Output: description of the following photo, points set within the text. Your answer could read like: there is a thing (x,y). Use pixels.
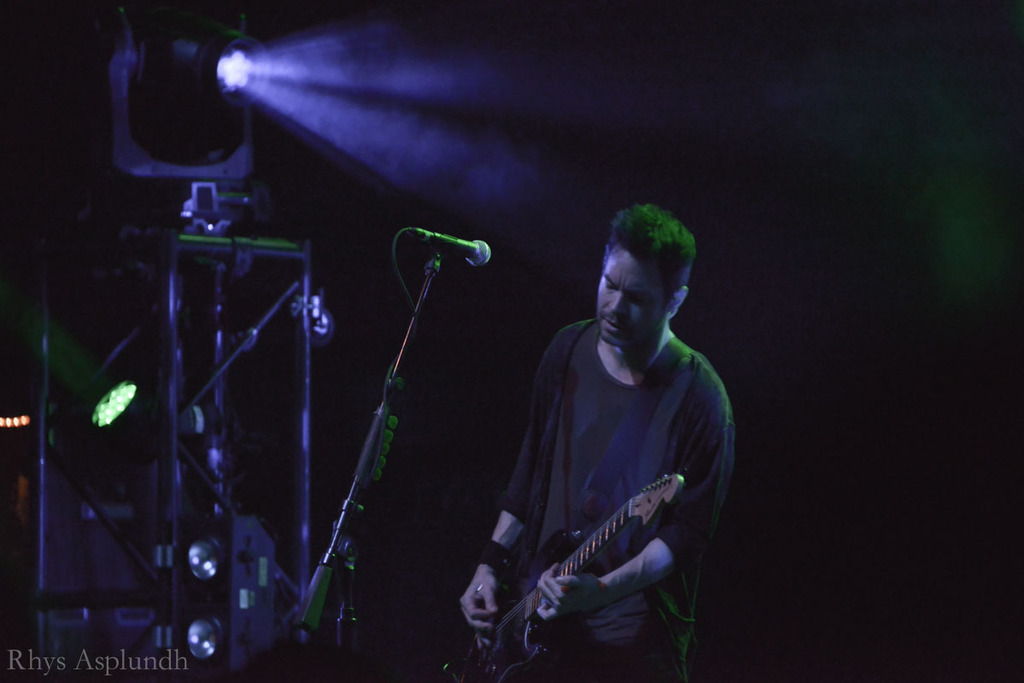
In the image we can see there is a person (607,490) who is standing and holding guitar (533,648) in his hand (587,577).
